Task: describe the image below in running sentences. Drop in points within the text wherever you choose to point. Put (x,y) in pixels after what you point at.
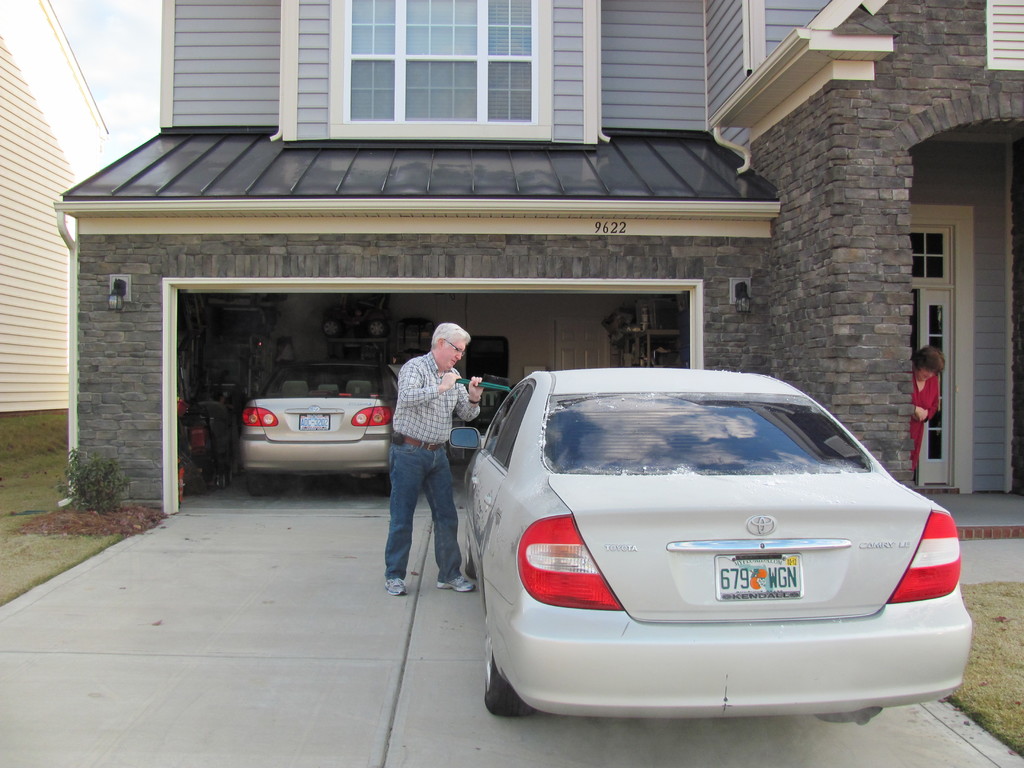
In this picture there is a man (439,502) standing and holding the object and there is a car (888,541) on the pavement (166,534) and there is a car (332,439) and there are objects (338,355) under the shed (290,274). On the right side of the image (848,98) there is a woman (925,389) standing behind the wall (877,439). At the back (877,427) there is a building (199,53). On the left side of the image (51,371) there is a building (45,386). At the top (130,24) there is sky (128,34). At the bottom (317,619) there is grass (56,473) and there is a pavement (342,573).
